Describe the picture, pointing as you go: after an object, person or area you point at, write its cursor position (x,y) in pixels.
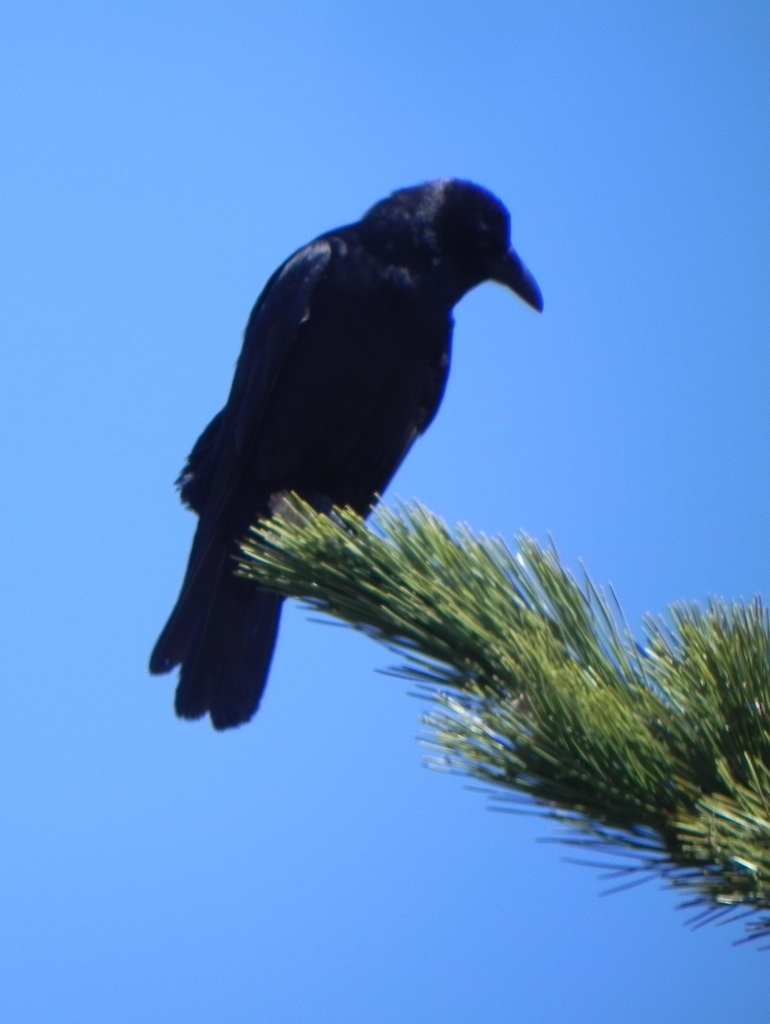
In the center of the image (332,389) we can see a crow (251,607) on the tree (507,645). In the background (641,552) there is a sky (123,163).
